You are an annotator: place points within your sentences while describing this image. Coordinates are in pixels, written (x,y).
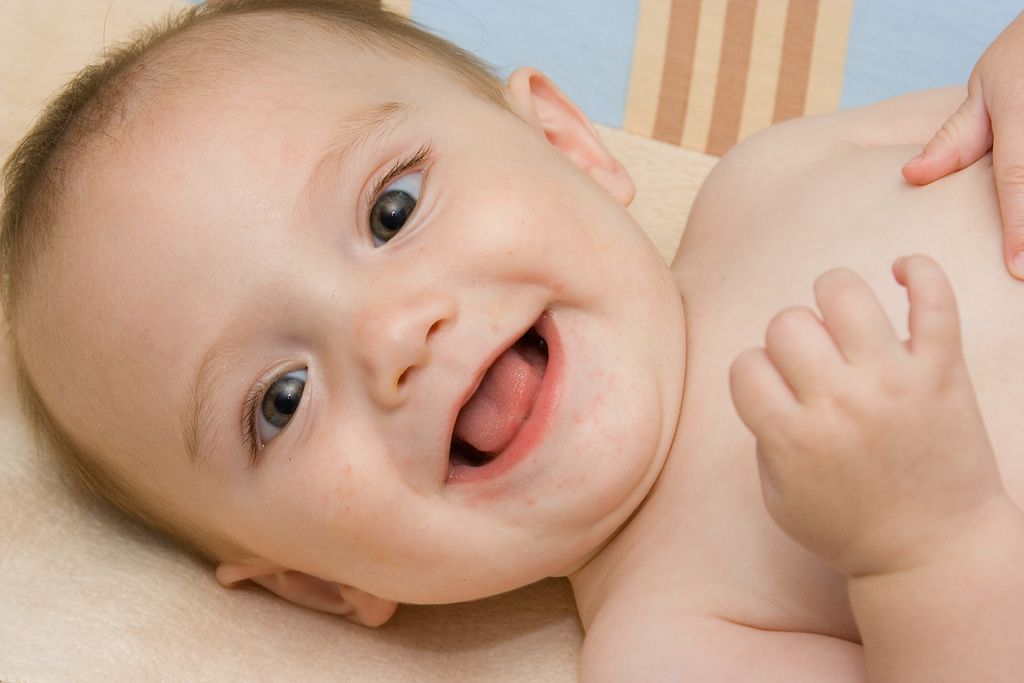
In this picture we can see a child (401,380) is lying and smiling, there is a cloth (234,597) at the bottom (177,607).
